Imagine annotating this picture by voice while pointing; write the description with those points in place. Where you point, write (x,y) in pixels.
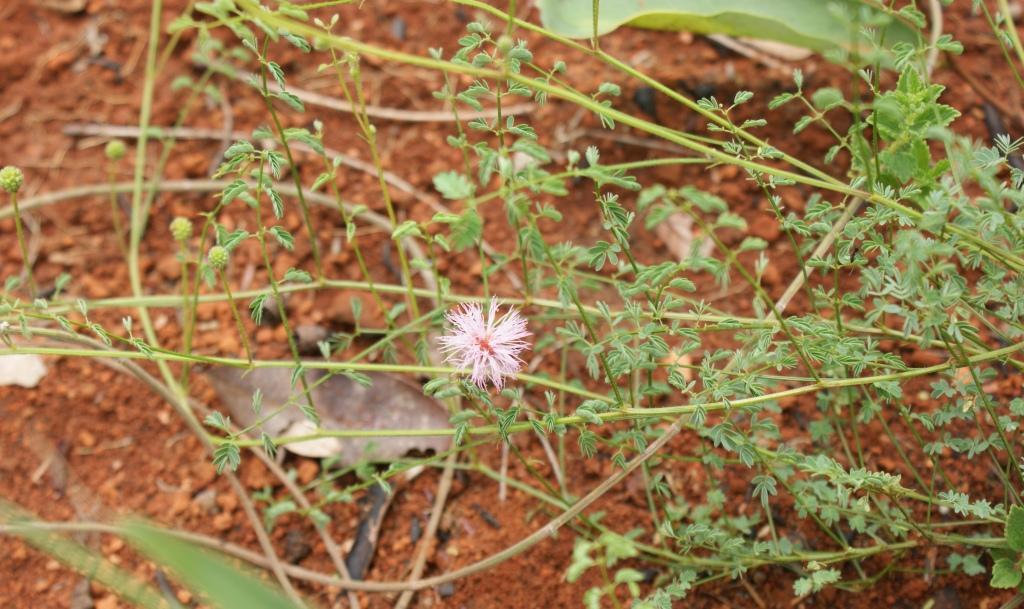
In this image, we can see flower (477,346) and plants (391,368). Background (902,587) we can see ground (203,371), few objects (993,131) and dry leaf (357,412).
